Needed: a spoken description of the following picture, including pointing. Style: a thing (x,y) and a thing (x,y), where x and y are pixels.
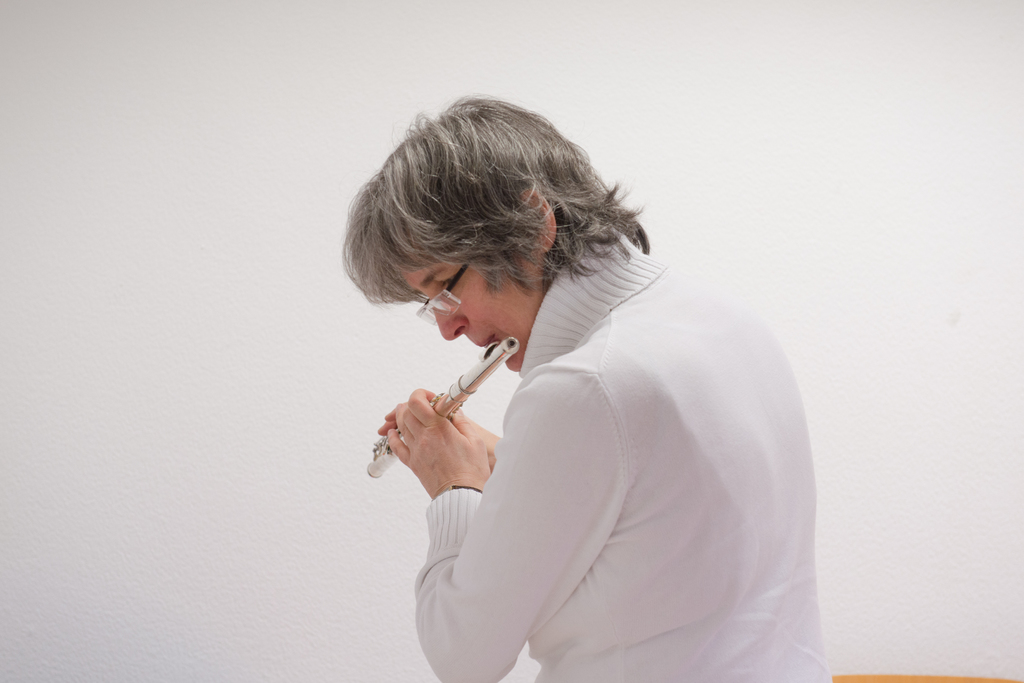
In this image I can see a woman (690,295) in white dress (614,586) playing a musical instrument (470,370). I can also see she is wearing a specs (465,269).
